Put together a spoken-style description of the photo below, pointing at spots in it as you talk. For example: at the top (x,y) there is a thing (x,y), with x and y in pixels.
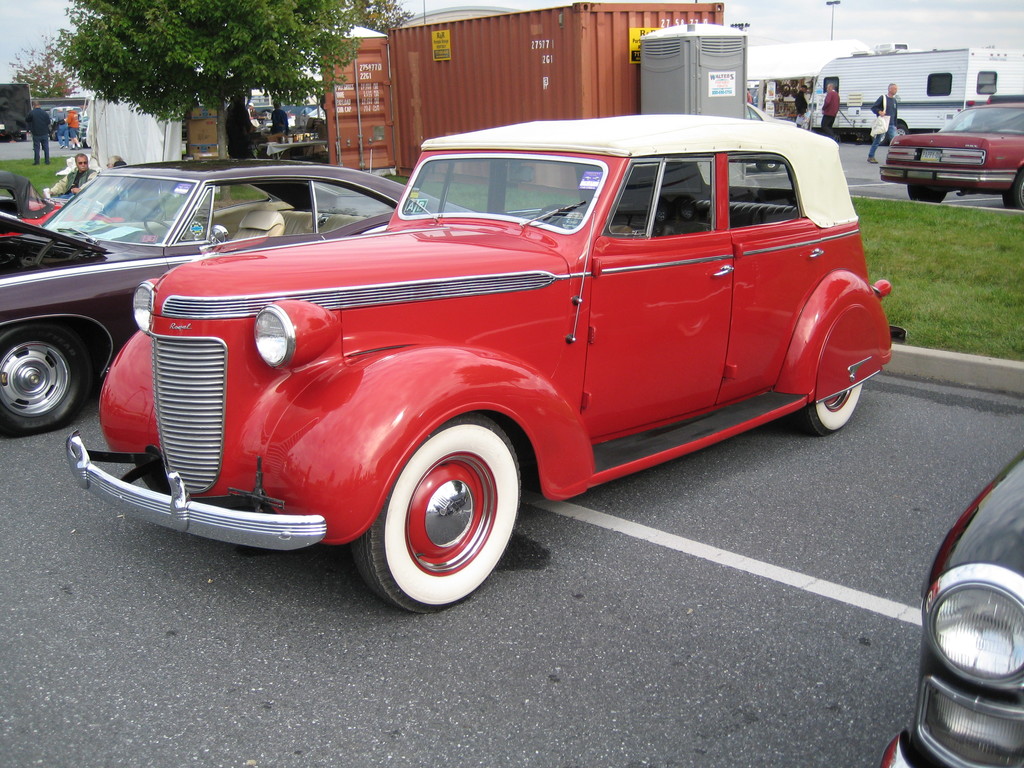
This image consists of cars (481,337) parked on the road (355,648). At the bottom (432,618), there is a road (228,582). In the front (505,406), we can see a car (524,370) in red color. In the background (455,116), there is a metal cabin (488,75). On the left (159,61), there is a tree (193,59). And we can see few persons (59,118) in this image. On the right (975,296), we can see green grass (952,284).
